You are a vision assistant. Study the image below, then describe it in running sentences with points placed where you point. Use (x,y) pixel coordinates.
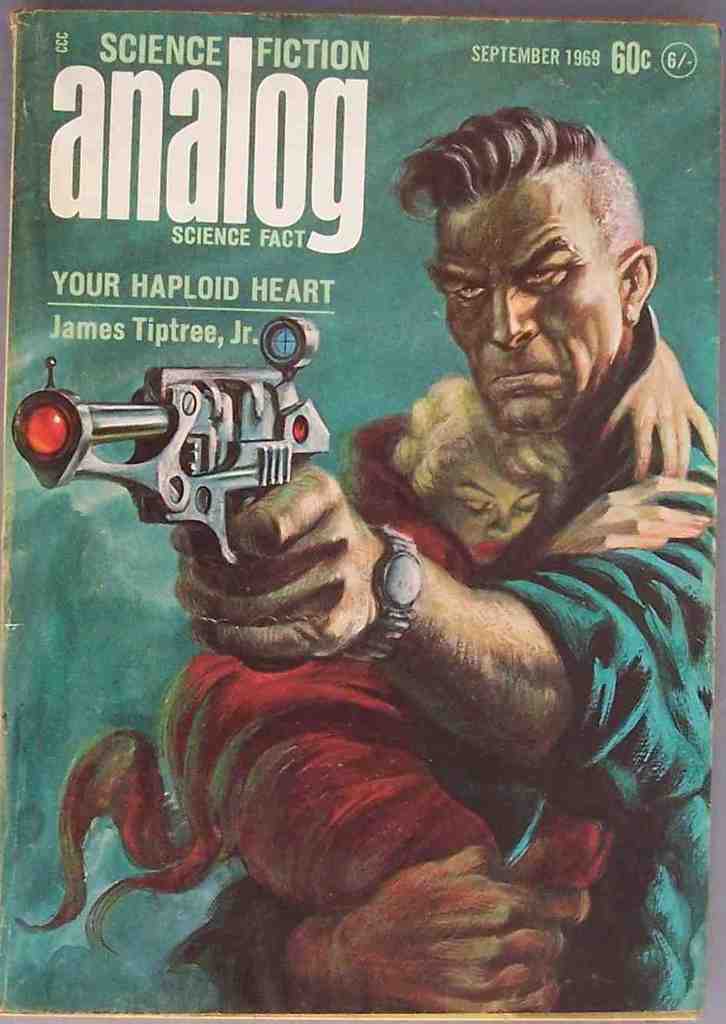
In this picture I can observe a poster (367,574). I can observe some text (198,131) in this poster (234,174). On the right side (553,386) I can observe a person (487,619) holding a gun (153,462) in this poster (528,568). The background (63,568) is in green color.
